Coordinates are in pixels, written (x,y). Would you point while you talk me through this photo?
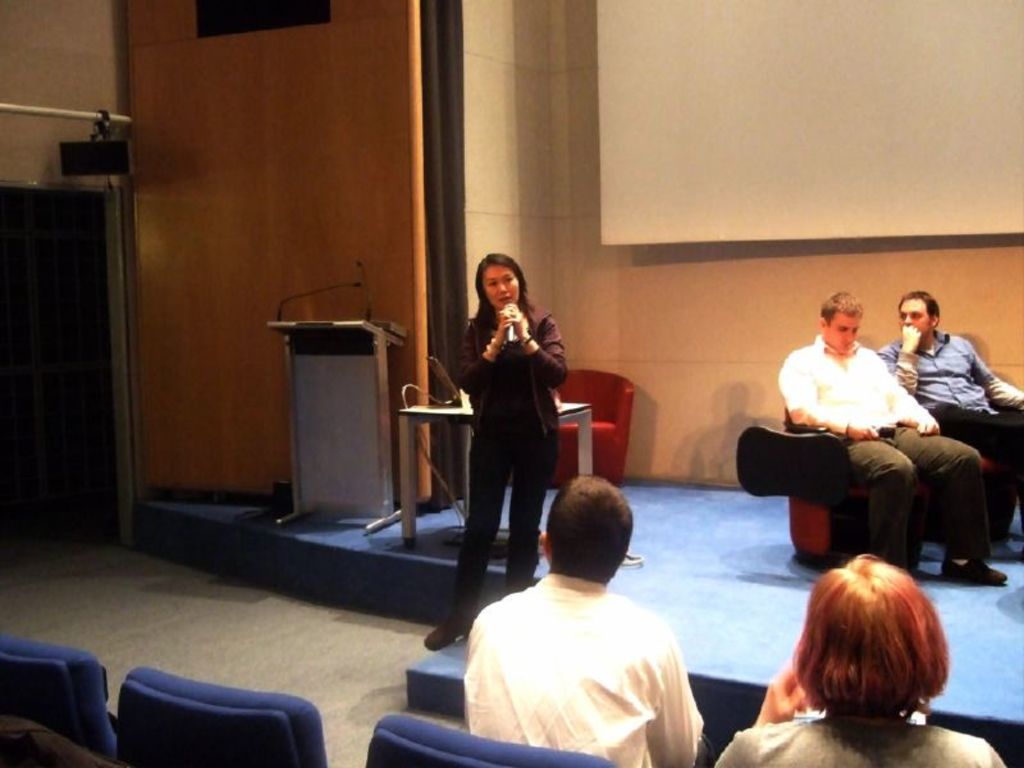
This picture is taken in a room (440,600). In the center (541,342), there is a woman (555,351) holding a mike (508,332). Before her, there is a man (608,688) and a woman (841,736) sitting on chairs (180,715). Towards the right (880,437), there are two men (907,360) sitting on sofas (858,505). One men (859,414) is wearing cream shirt (879,379) and another man (961,378) is wearing blue shirt (953,398). In the center (374,453), there is a podium (372,480), table (466,465) and a sofa (569,475) on the stage (502,510). On the top (804,100), there is a wall (525,94) with a screen (821,167).
